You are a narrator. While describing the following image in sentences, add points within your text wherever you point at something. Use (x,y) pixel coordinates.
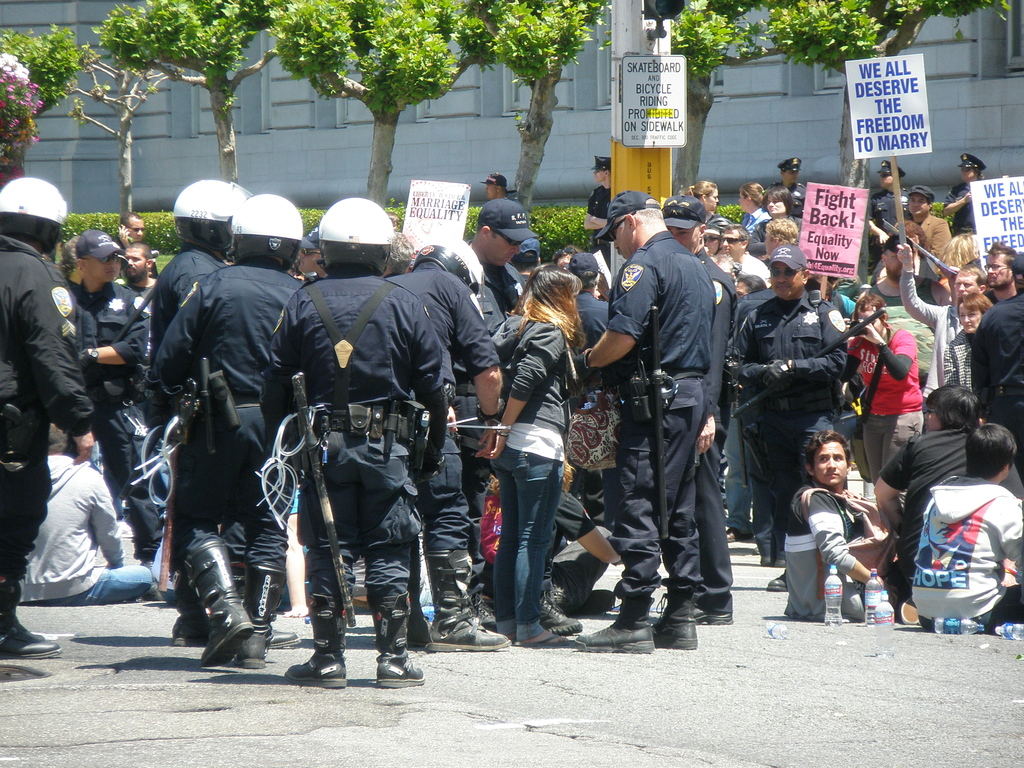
In the image we can see there are many people (486,352) standing and some of them are sitting. These people (850,533) are wearing clothes (356,449) and some of them are wearing cap (684,222), helmet (333,209) and goggle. This is a footpath (692,710), bottle (885,625), poster (884,93), building (978,125), pole (626,17), signal board (623,110), trees (443,47) and plants (152,233). These people (376,560) are wearing shoes (316,647).
